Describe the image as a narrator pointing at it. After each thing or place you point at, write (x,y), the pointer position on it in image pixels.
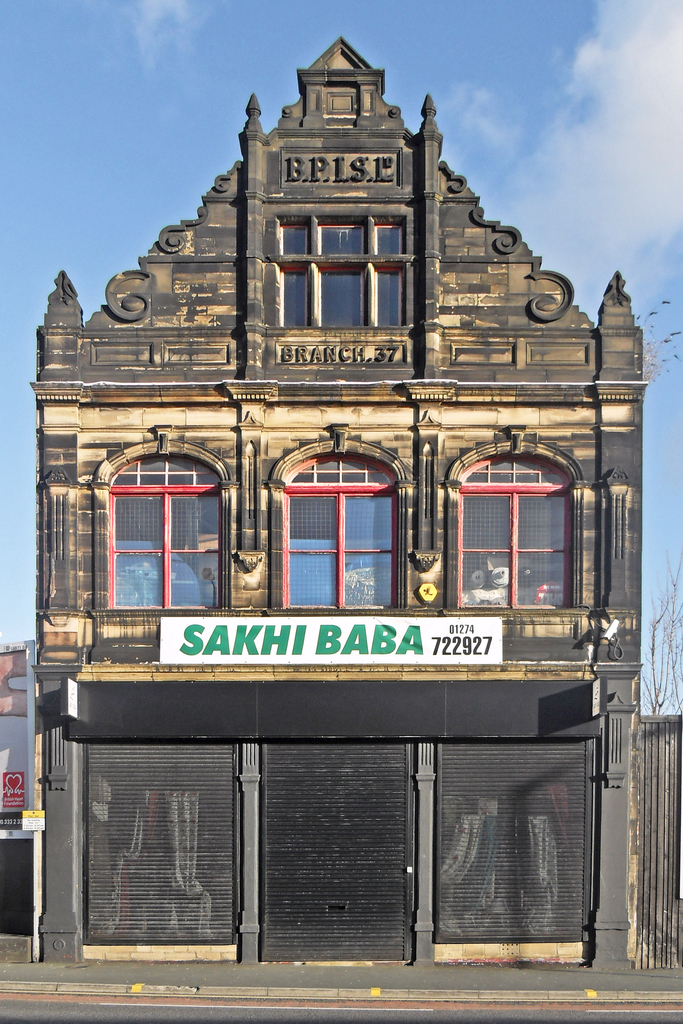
In this image I can see buildings (337,582), windows (488,596), board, shutters (448,817), fence (642,920), trees (677,713) and the sky (629,175). This image is taken may be during a day.
